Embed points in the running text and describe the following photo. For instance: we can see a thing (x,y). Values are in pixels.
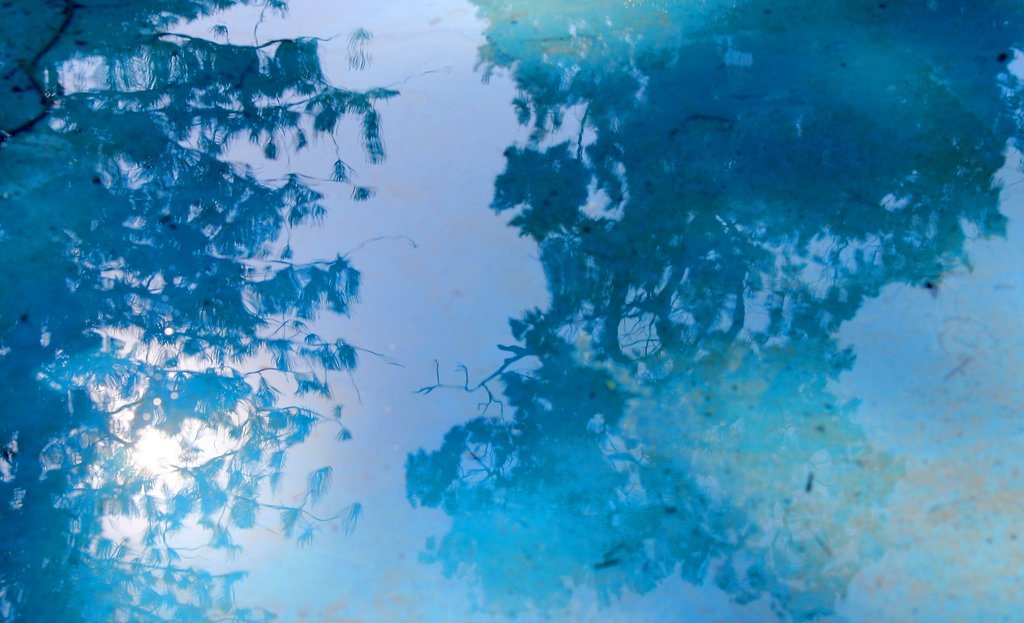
This picture look like painting. In the water reflection (680,267) we can see sky (423,80), tree (170,252) and sun (156,463).
